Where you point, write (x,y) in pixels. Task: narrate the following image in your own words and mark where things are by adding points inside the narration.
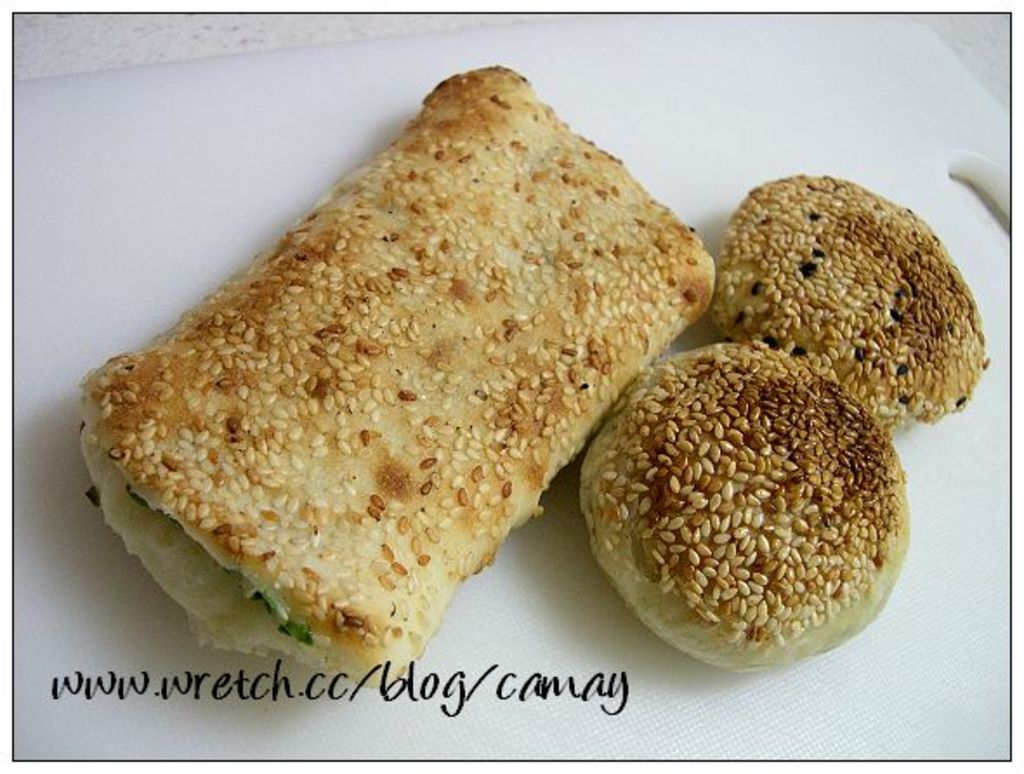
On this white surface (736,702) there is a food (829,258) with sesame seeds (747,530). Bottom of the image (625,690) there is a watermark (425,698).
